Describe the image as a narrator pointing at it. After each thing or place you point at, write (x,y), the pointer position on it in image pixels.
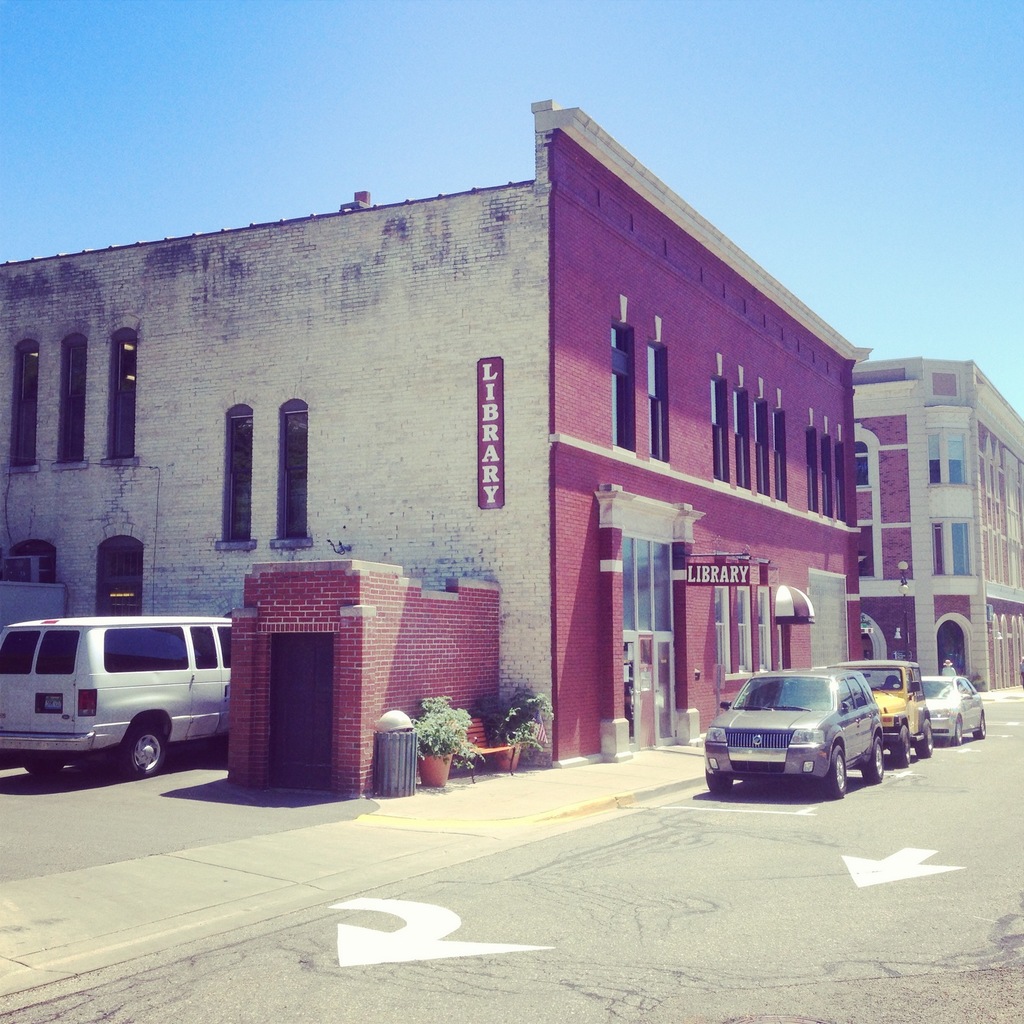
As we can see in the image there are buildings (477,466), windows (25,374), vehicles (60,716), plants (520,726), pots (509,753) and at the top (343,74) there is sky (283,69).
